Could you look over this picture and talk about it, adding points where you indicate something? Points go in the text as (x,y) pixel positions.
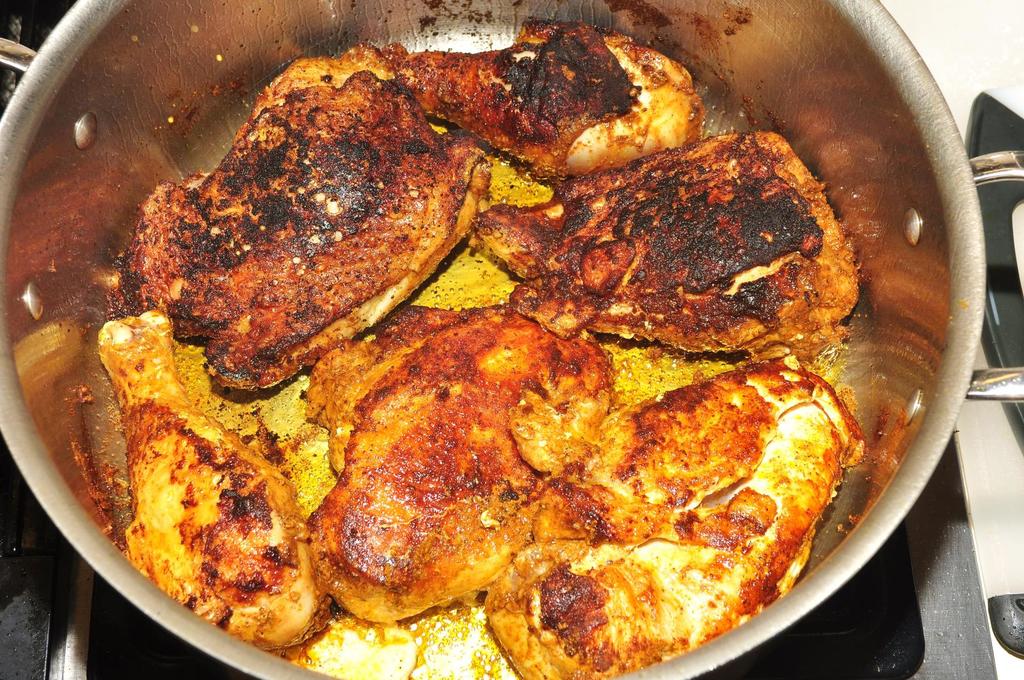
In the image we can see a container (670,10), in the container (625,1) there is a food item (375,413).
